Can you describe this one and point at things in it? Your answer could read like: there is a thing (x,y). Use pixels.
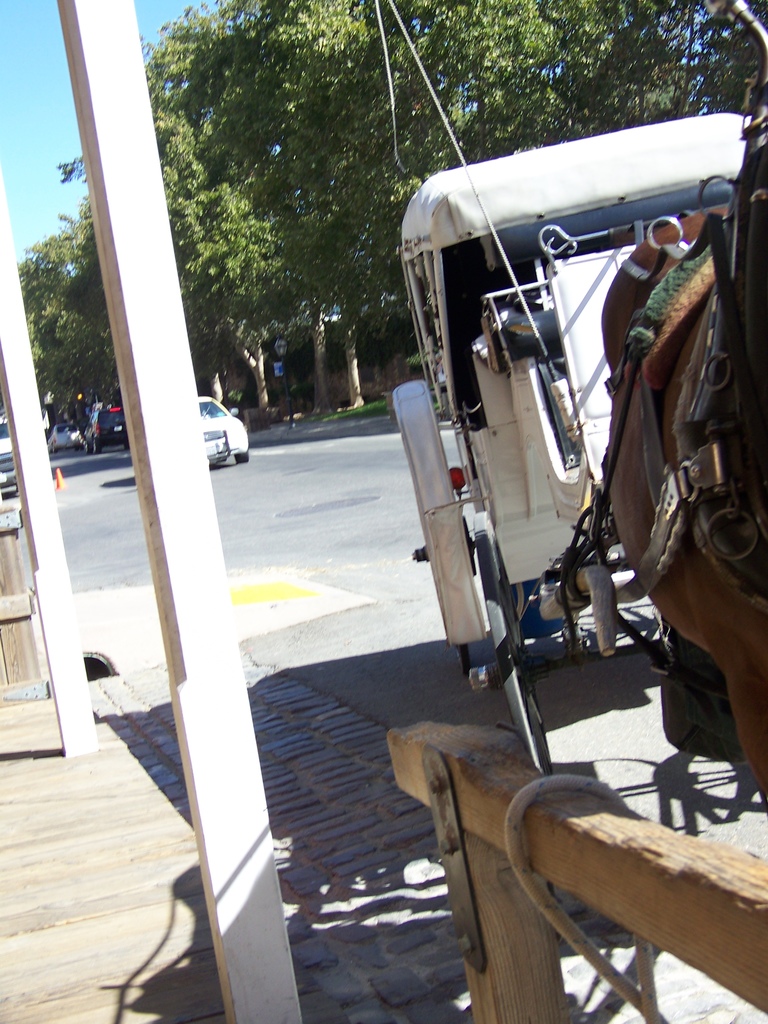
In this image we can see a horse cart (488,469) and cars (67,435) on the road (367,510). In the background (259,174) there are trees (210,128) and sky (54,105). We can see poles (175,593).
